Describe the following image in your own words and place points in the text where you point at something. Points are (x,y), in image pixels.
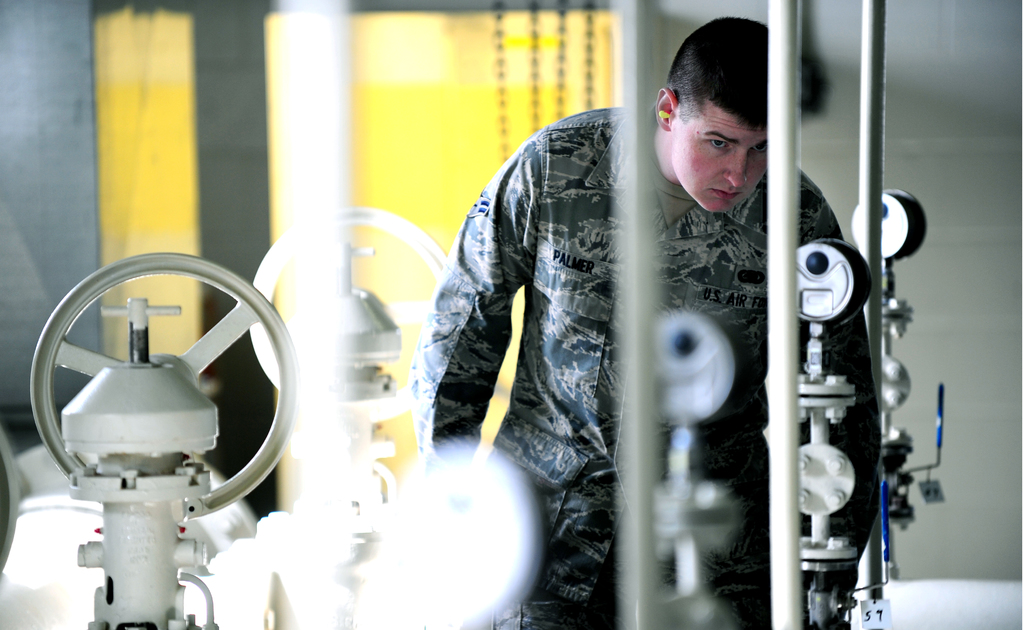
In this image, we can see a person (583,358) and some machines (914,205). In the background (273,105), we can see the wall (711,12) with a yellow colored object (416,75).
